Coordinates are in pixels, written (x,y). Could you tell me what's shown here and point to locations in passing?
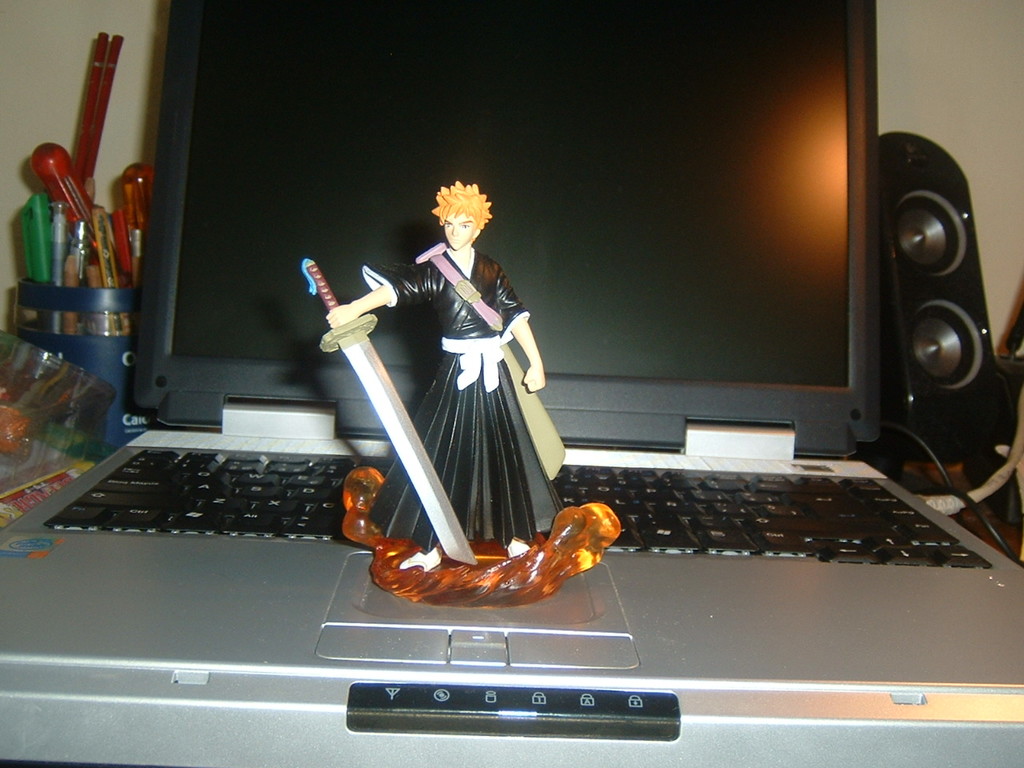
In the center of the image (511,503) we can see a figure (522,472) placed on the laptop (103,544). On the right (936,426) there is a speaker (959,369). On the left (118,434) we can see a holder (81,296) and there are pens (78,255) placed in the holder (93,292). We can see a wall (955,31).
